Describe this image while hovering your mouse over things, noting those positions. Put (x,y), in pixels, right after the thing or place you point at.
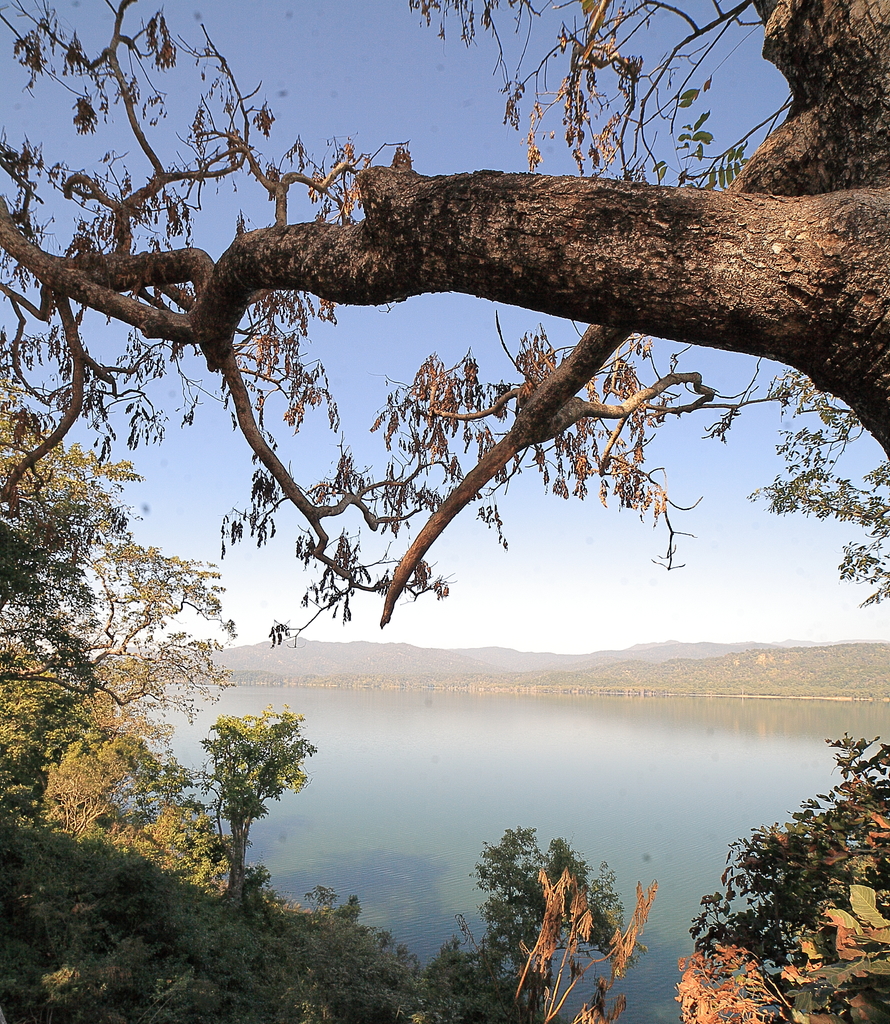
In this picture I can see the trees (44,892) in front (725,206) and in the middle of this picture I see the water (358,760) and in the background (63,109) I see the sky (63,109).
